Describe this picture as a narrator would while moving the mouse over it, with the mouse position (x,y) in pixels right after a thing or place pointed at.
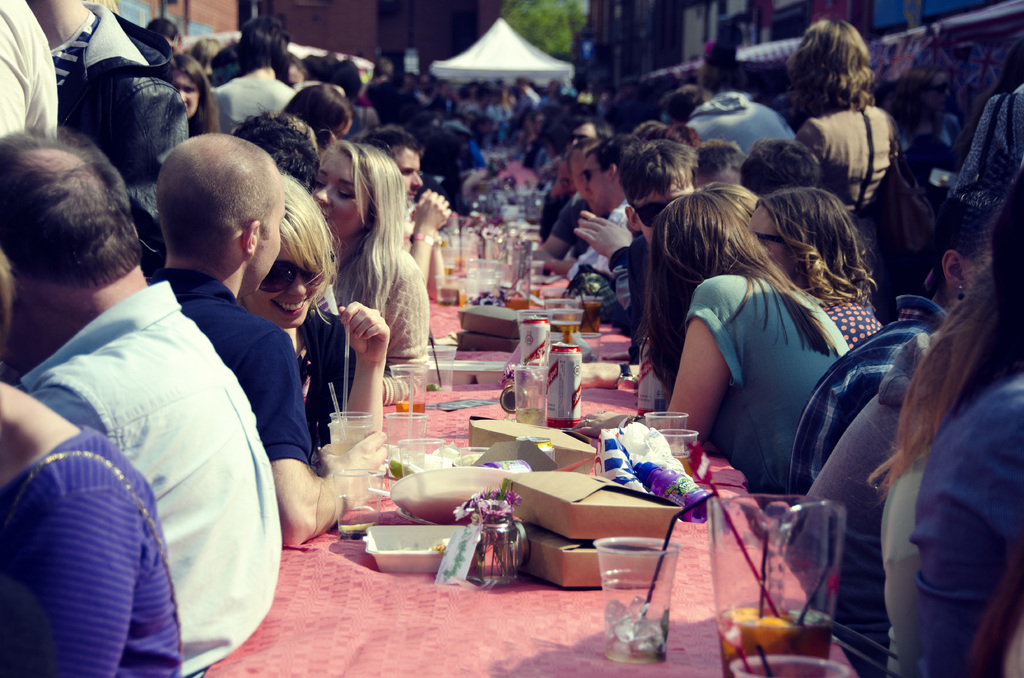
In this image in the center (470,357) there is a table (463,392), on the table (465,435) there are boxes (487,439), glasses (544,395), tin cans (541,347), straws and there are persons (597,191) sitting and standing. In the background (424,52) there are buildings (352,44) there are tents (469,65) and there are leaves (556,39).
